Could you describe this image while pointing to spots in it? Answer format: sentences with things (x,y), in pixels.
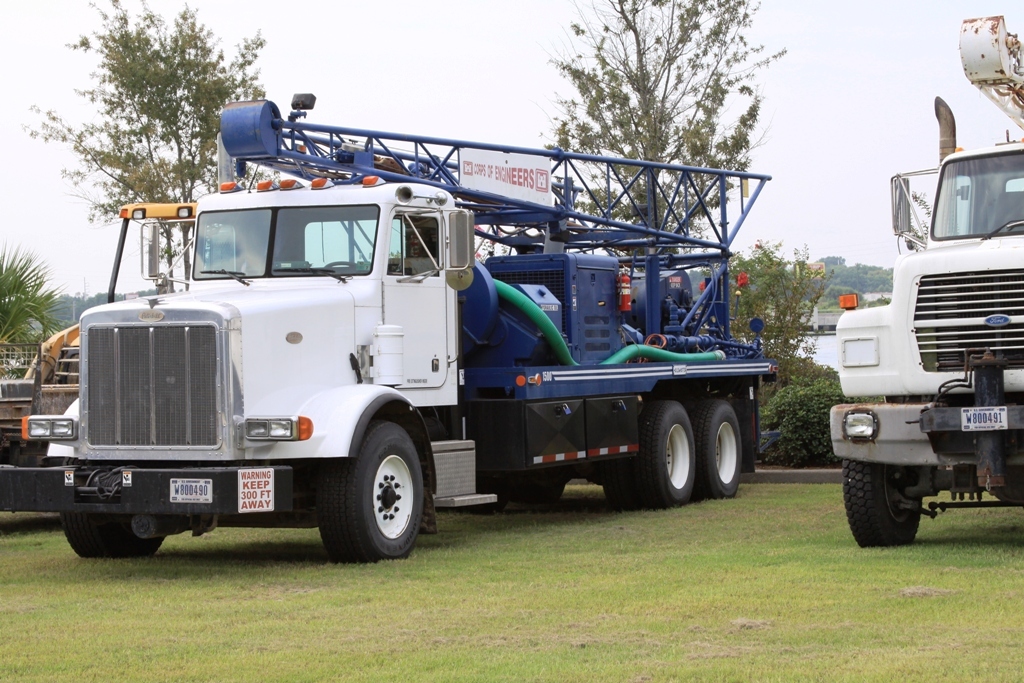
This picture is clicked outside. In the center (537,437) we can see the vehicles (584,375) parked on the ground (633,536) and we can see the green grass (593,621), plants (38,298), trees (115,178). In the background (383,10) we can see the sky (823,115) and some other items (816,327) and we can see the metal rods (525,220).
